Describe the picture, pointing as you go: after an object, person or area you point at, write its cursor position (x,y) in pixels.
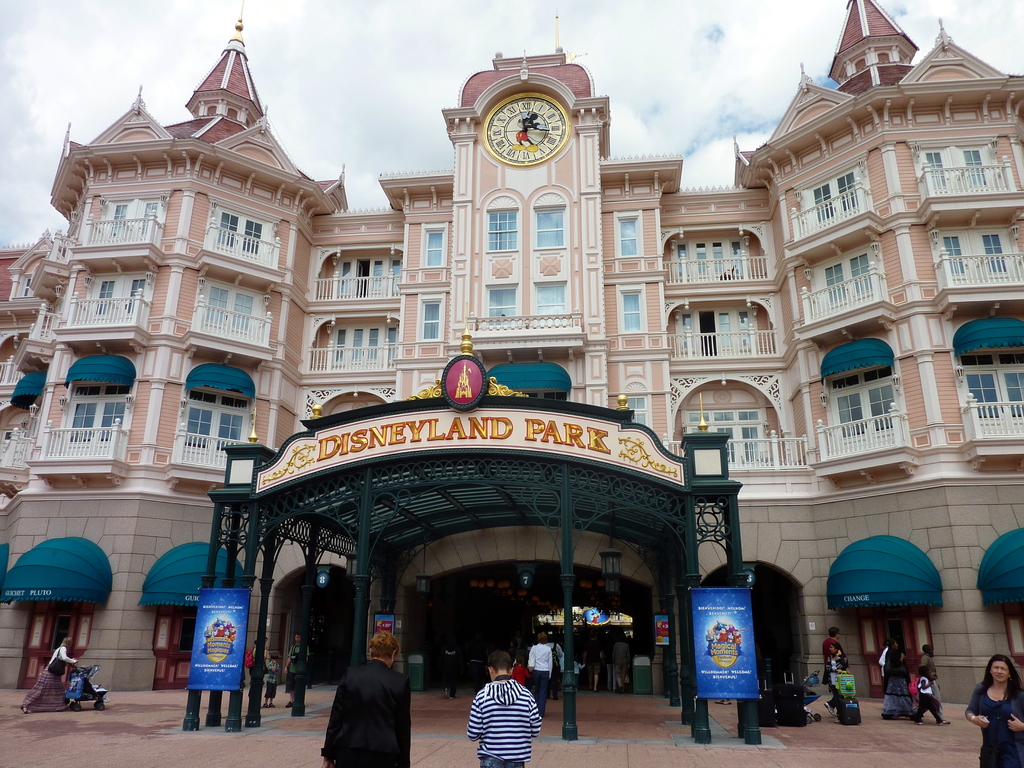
In this image, we can see a building (573,276) and there is a clock (531,137) present. At the bottom (416,545), we can see an arch (621,474), board (714,654), people (899,703) on the road (587,758) and we can see some poles (570,569). At the top (355,68), there is sky (351,147).
